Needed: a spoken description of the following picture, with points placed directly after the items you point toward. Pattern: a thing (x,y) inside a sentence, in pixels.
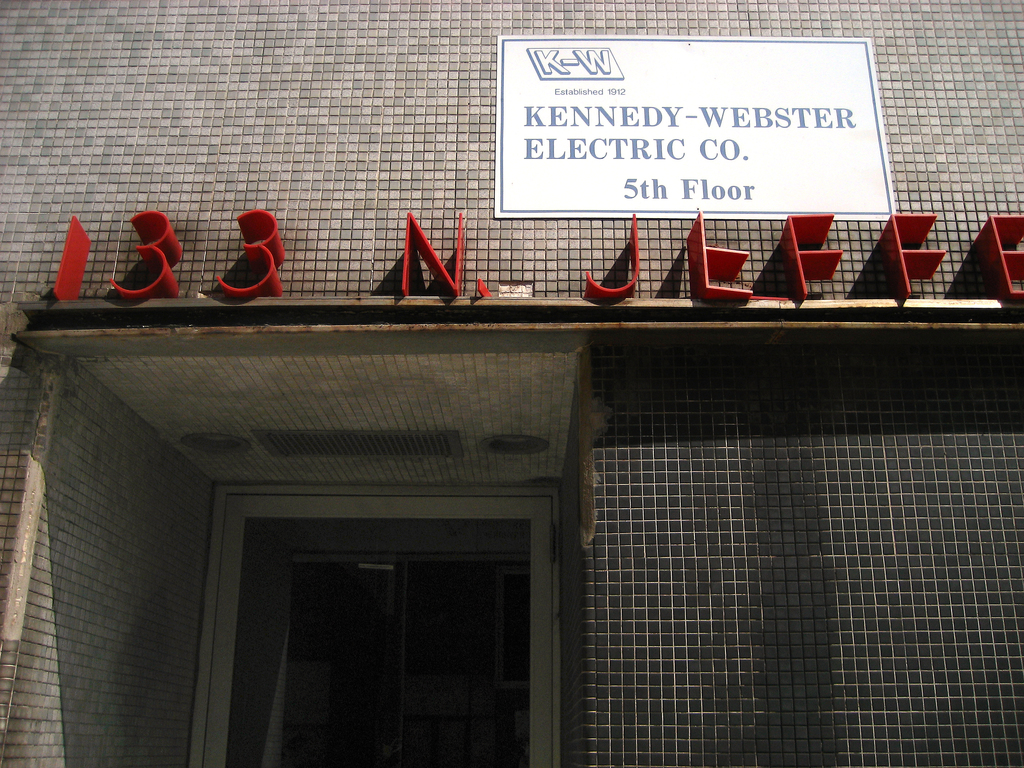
In this picture we can see a building (410,265) where, there is a board (711,167) pasted on the wall (316,128).
